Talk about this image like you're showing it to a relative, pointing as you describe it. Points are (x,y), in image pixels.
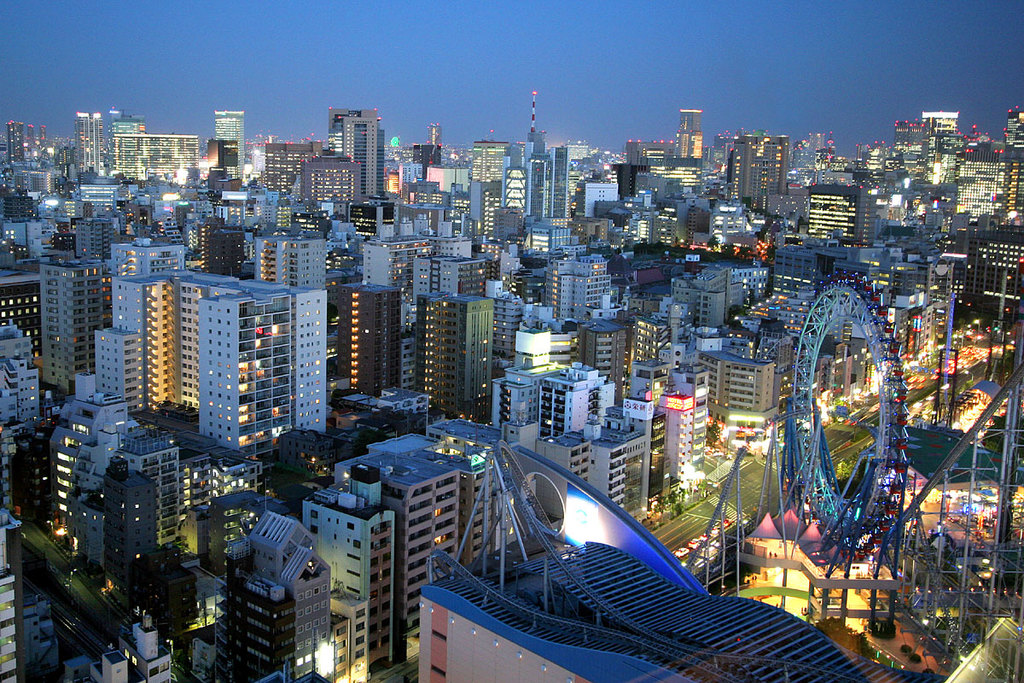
This is a aerial view. In this image we can see buildings (412,390), road (716,460), vehicles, giant wheel (791,439), poles (787,463), tower (533,107) and sky (366,67).
